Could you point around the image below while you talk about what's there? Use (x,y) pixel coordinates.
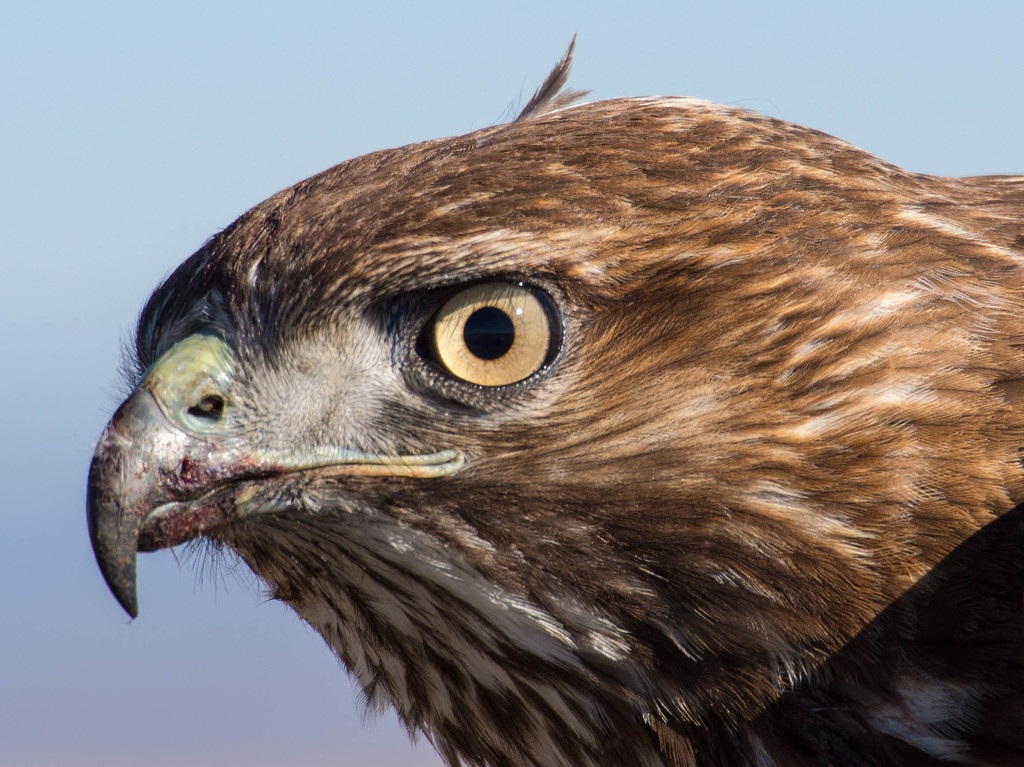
In this image, I can see the face (391,447) of an eagle (455,657). I can see the beak (219,429) and an eye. I think these are the feathers (590,403). The background (250,691) looks light blue in color.
